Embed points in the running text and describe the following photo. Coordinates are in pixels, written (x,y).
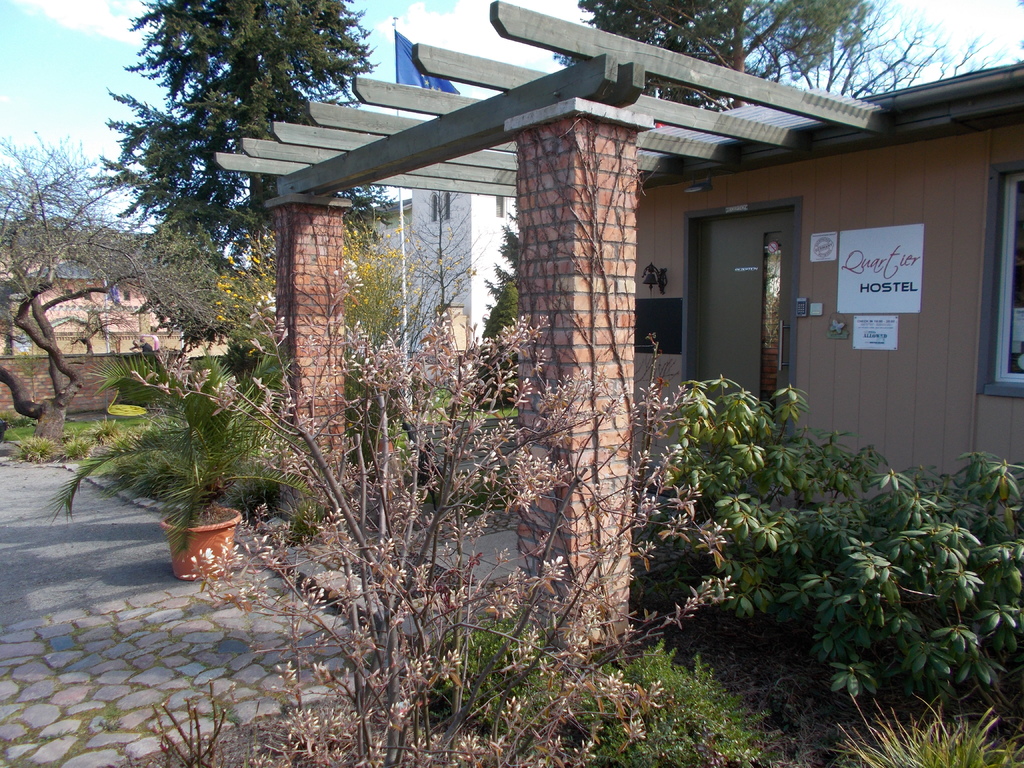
In this image we can see small plants (689,697), flower pot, brick arch (571,180), building (791,319), flag (408,60) to the pole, trees (801,27) and sky (105,98) with clouds (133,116) in the background (156,103).
